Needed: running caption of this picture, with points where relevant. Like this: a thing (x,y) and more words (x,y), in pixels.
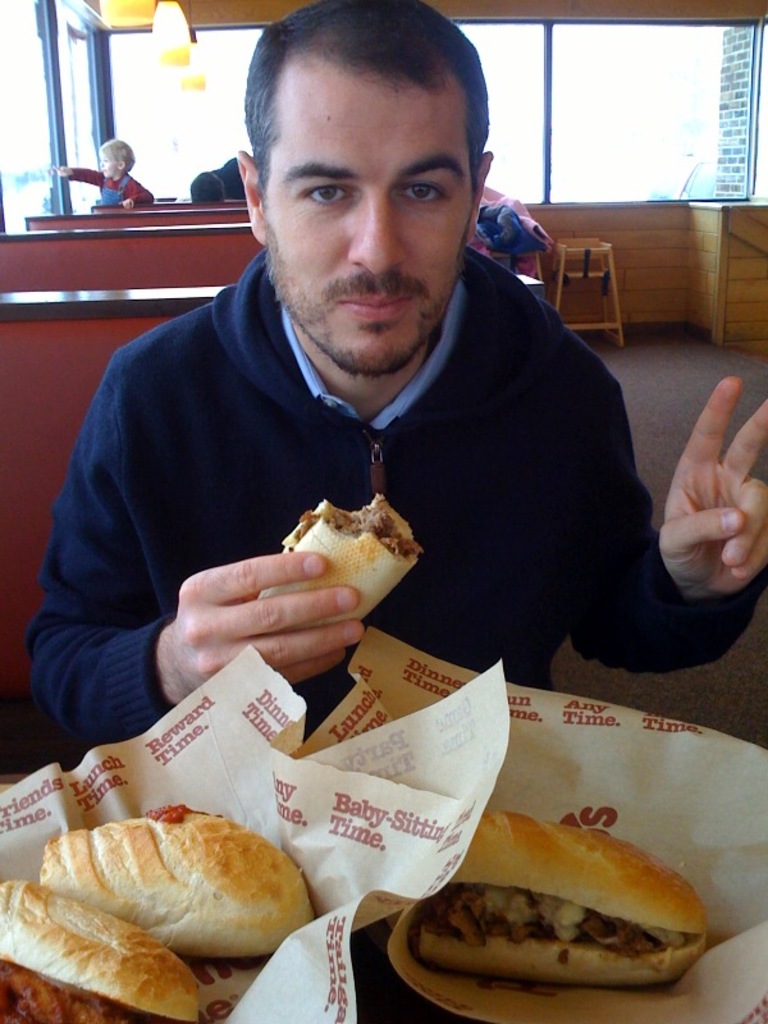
In this image there is a man (217,362) who is sitting at the table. In front of him there is a table (380,978) on which there are three sandwiches (213,853) which are kept on the papers (318,805). At the top (182,57) there are lights (180,49). On the right side (597,241) there is a chair (579,242) on the floor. Behind him there are few other tables (154,234).
